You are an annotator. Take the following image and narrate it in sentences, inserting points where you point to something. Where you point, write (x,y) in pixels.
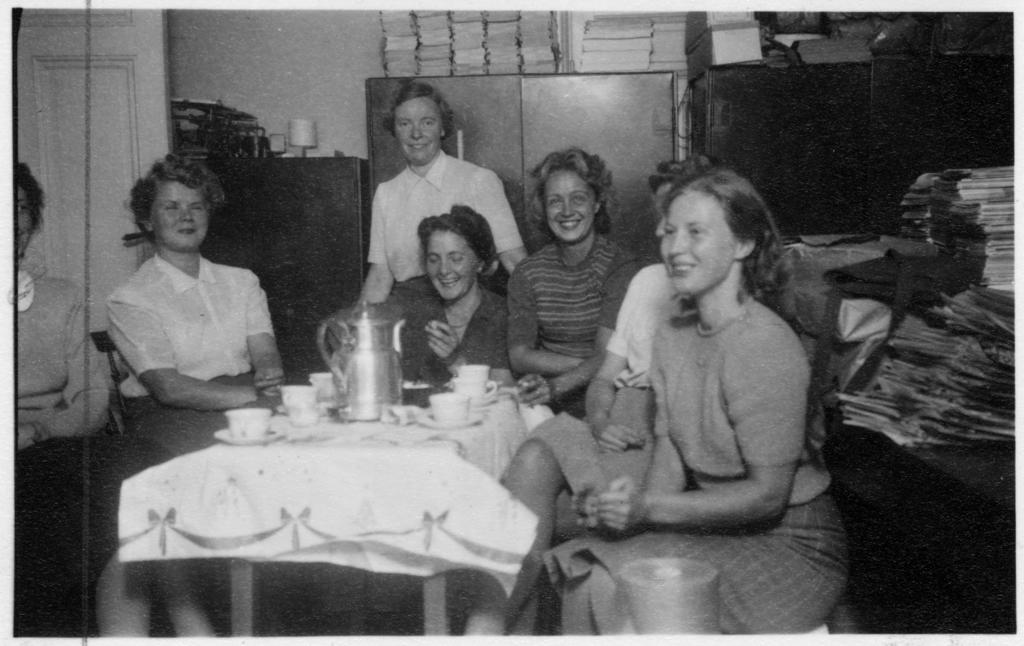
In this image there are group of persons (513,360) sitting on the chair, there is an object (679,602) towards the bottom of the image (660,607), there is a table (434,587), there is a cloth (326,484) on the table (391,482), there are objects (416,407) on the cloth (258,491), there are objects (951,281) towards the right of the image (964,373), there are cupboards (794,117) behind the persons (687,177), there are objects (250,130) on the cupboards (710,75), there is the wall (297,58) towards the top of the image (312,57), there is a door (109,121) towards the left of the image (69,123).
